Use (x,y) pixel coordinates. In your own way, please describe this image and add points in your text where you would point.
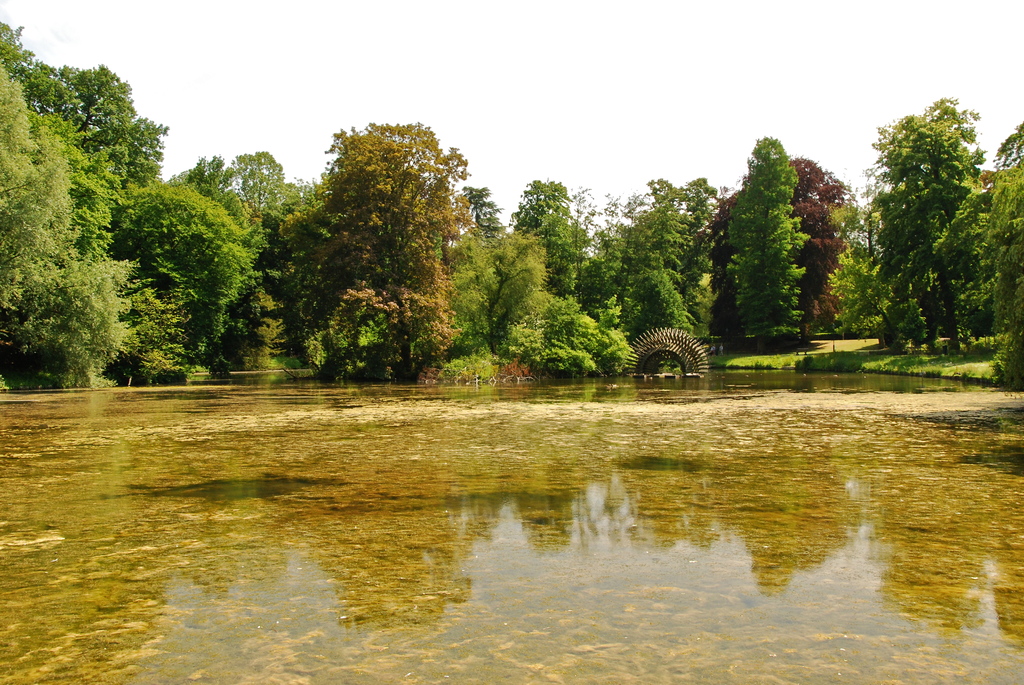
Front we can see water (701,481). Background (1017,362) there are trees (807,334).
